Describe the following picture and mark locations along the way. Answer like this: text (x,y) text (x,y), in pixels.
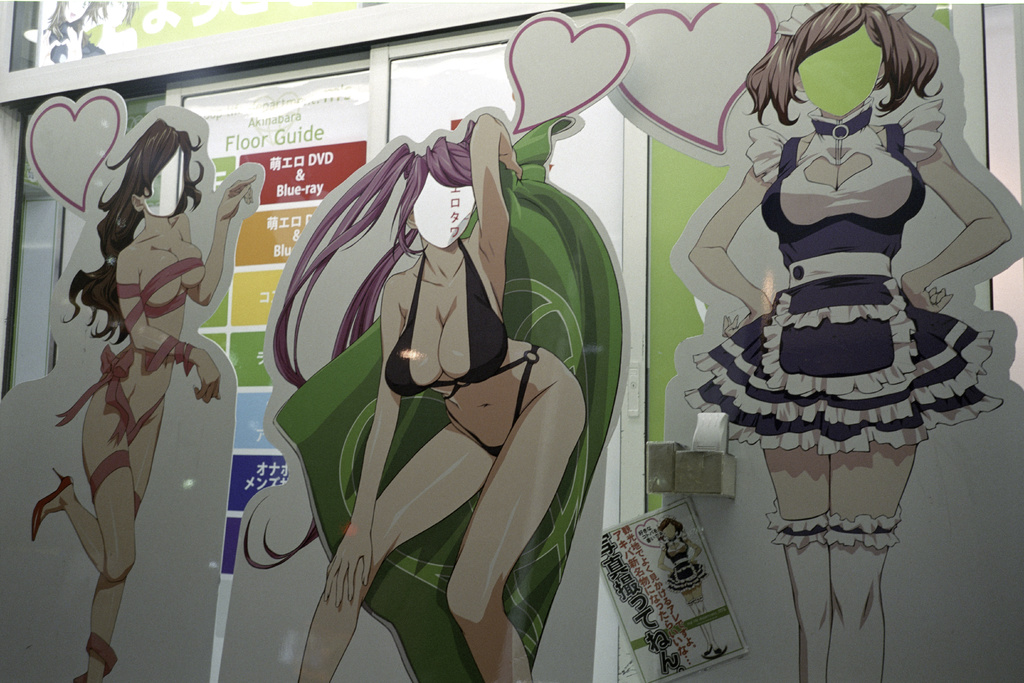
In this image we can see that there are three card boards (328,333) which are cut in to the design of a girl (777,338). In the background (383,81) there is a sliding door (327,121).
